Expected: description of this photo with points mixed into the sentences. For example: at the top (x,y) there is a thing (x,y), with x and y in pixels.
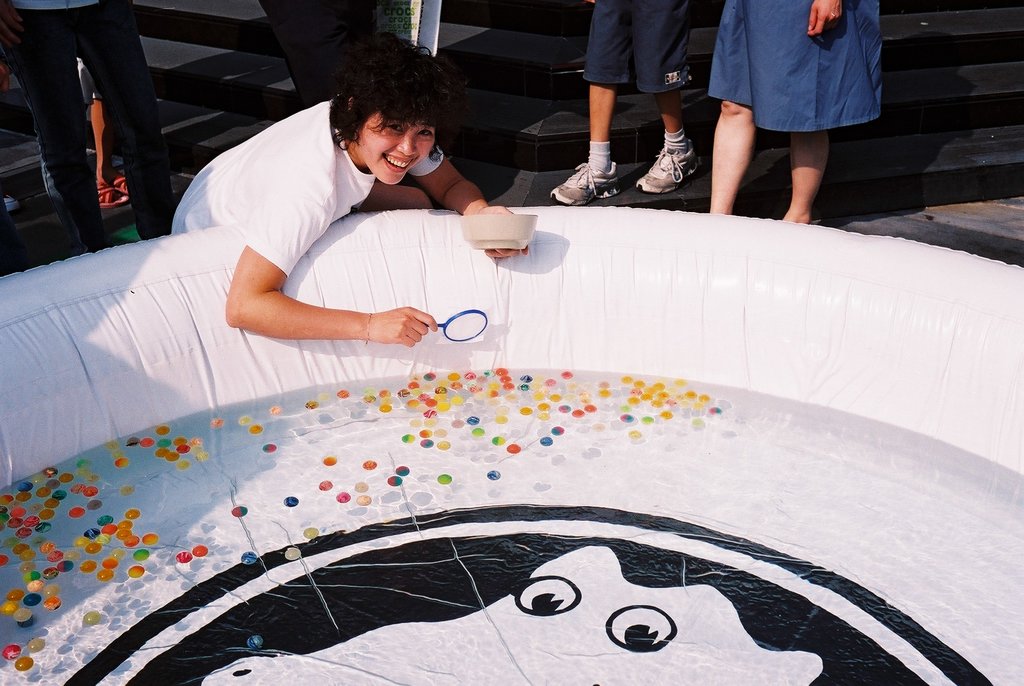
In this image we can see a girl (315,192) holding a bowl (490,232) and a spoon (457,331) in her hand (412,325). At the bottom (178,621) there is a tub (338,645) and we can see water (158,525) and balls (365,501) in the tub (344,284). In the background (36,17) there are people (277,2).
